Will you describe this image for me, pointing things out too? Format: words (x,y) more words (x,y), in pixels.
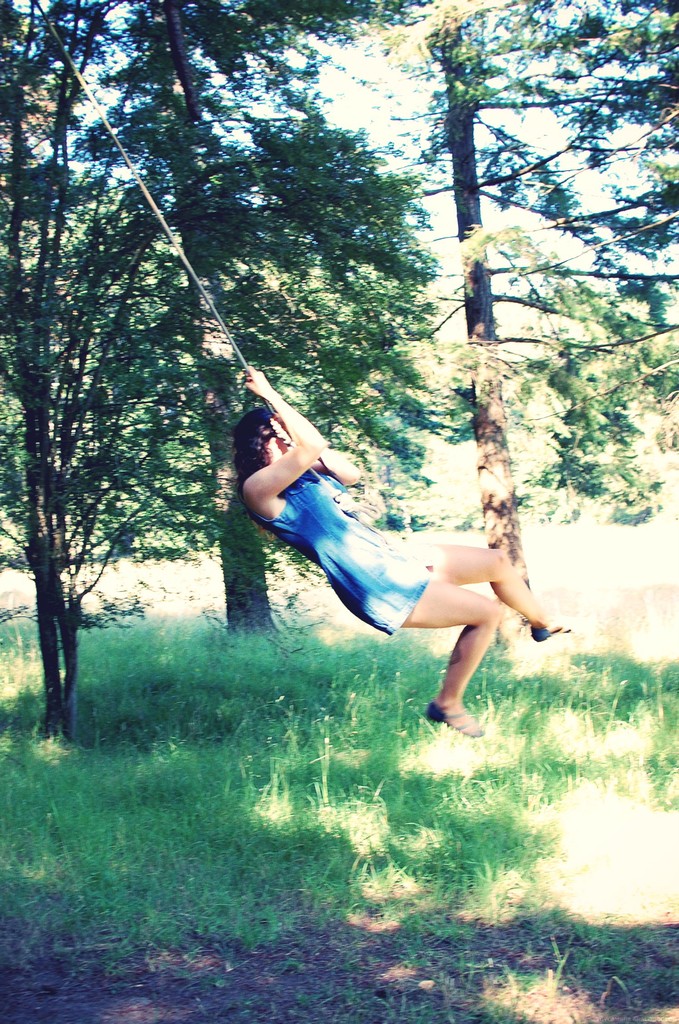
In this image we can see a girl (455,589) wearing a dress (403,580) is holding a rope (231,341) in her hands (257,389). In the background (633,410), we can see a group of trees (377,303) and sky (383,121).
